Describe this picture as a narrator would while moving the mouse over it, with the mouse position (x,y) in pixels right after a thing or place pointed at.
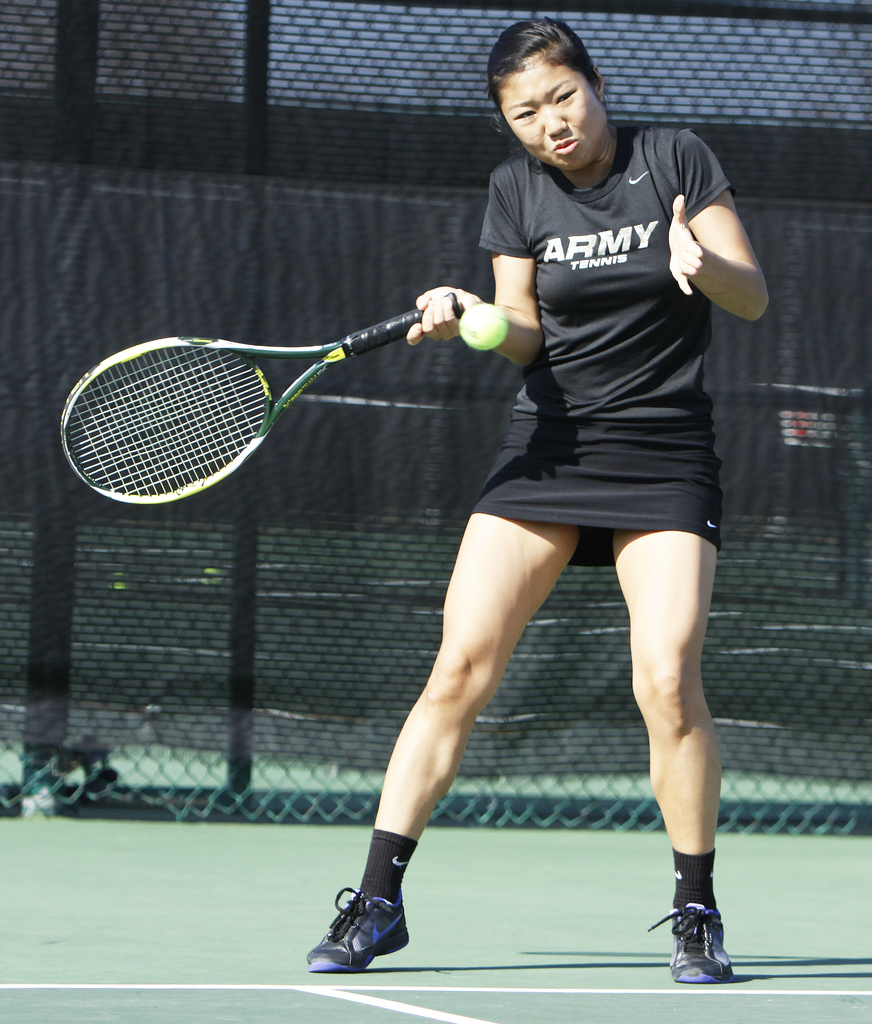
On the background (332,120) we can see a net (231,172) in black colour. We can see a woman (684,892) holding a tennis racket (152,445) in her hand (437,321). This is a ball (475,347) and this is a playground (479,943).
